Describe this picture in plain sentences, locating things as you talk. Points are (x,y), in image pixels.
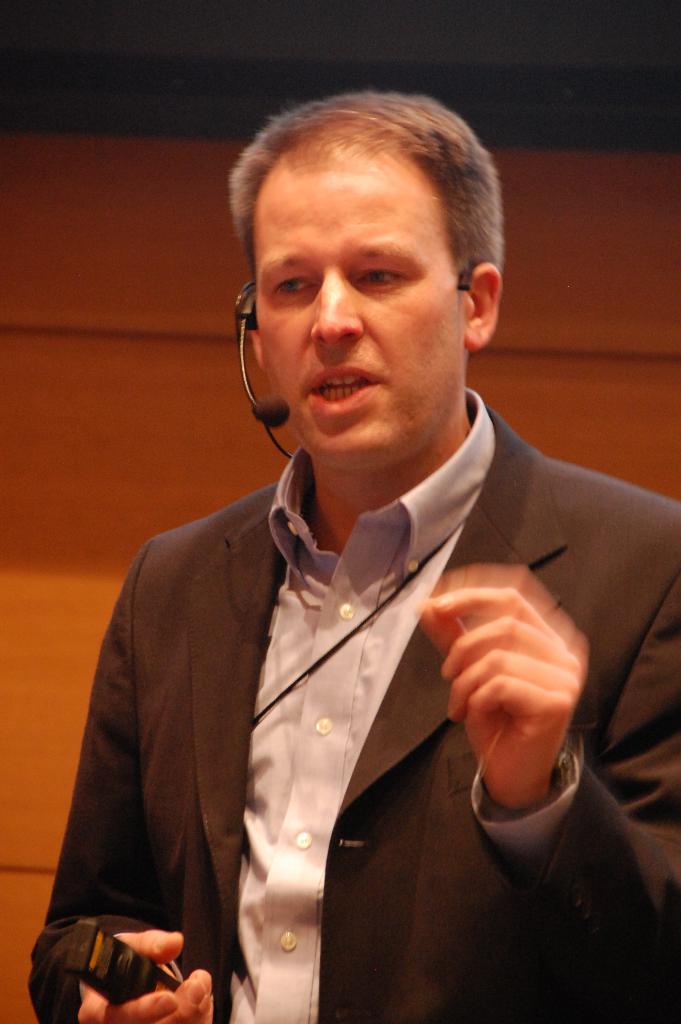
In this picture we can see a person (366,547) holding a remote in his hand (126,1014) and wearing a microphone (251,400) on his ear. He is talking on a microphone (239,305). A wall (93,398) is visible in the background (51,297).
